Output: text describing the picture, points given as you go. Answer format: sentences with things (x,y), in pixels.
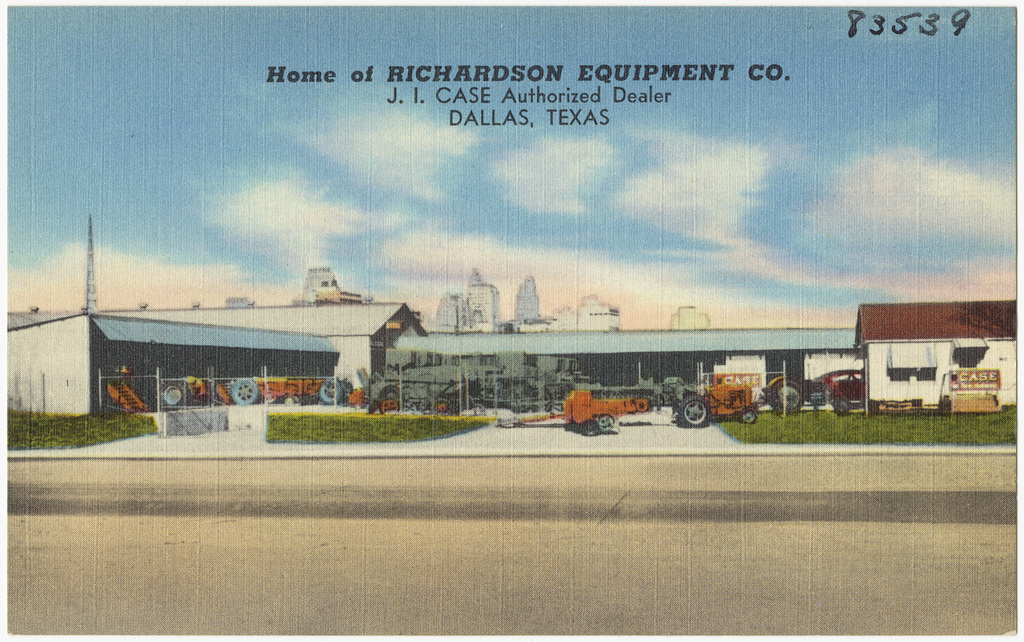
In this image I can see depiction picture, where I can see the road (464,525) in front (59,600). In the middle of this picture (343,366) I can see the sheds (825,330) and I can see few vehicles (693,404). I can also see the grass (1014,428). In the background (51,150) I can see the sky (890,164). On the top of this picture (396,97) I see something is written.
